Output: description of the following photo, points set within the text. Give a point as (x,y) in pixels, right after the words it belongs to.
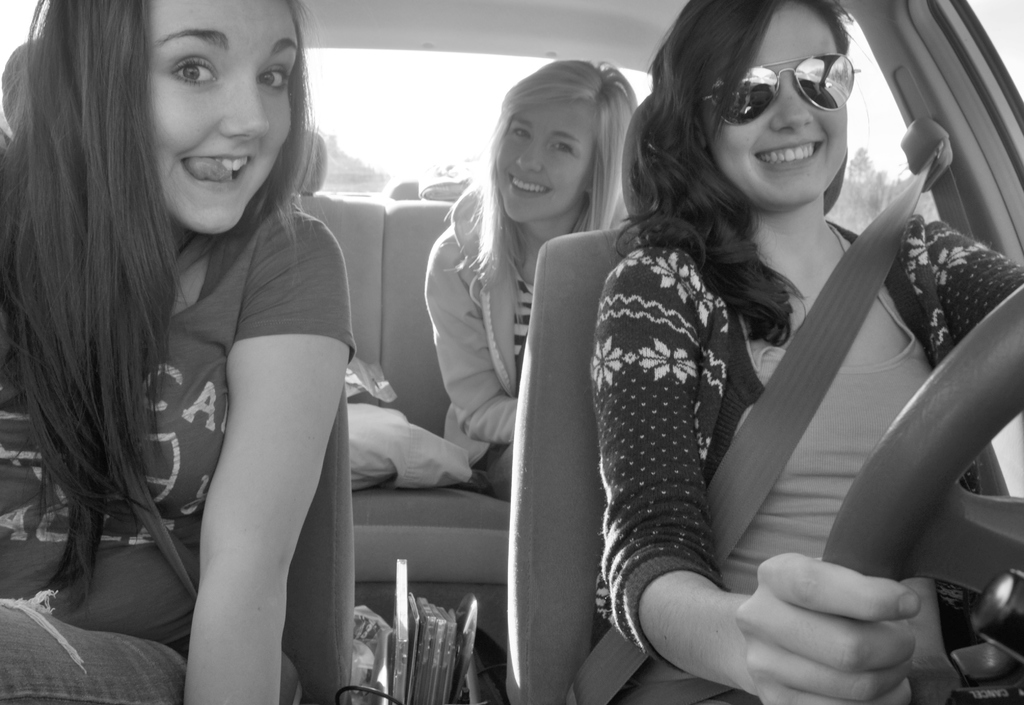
In this image i can see a inside view of a car (344,535) and there are the three persons (186,347) sitting on the car (585,492). on the right side (774,363) a woman (771,360) wearing a spectacles (765,114) and belt (787,403) and she holding a steering (924,447) on her hand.
